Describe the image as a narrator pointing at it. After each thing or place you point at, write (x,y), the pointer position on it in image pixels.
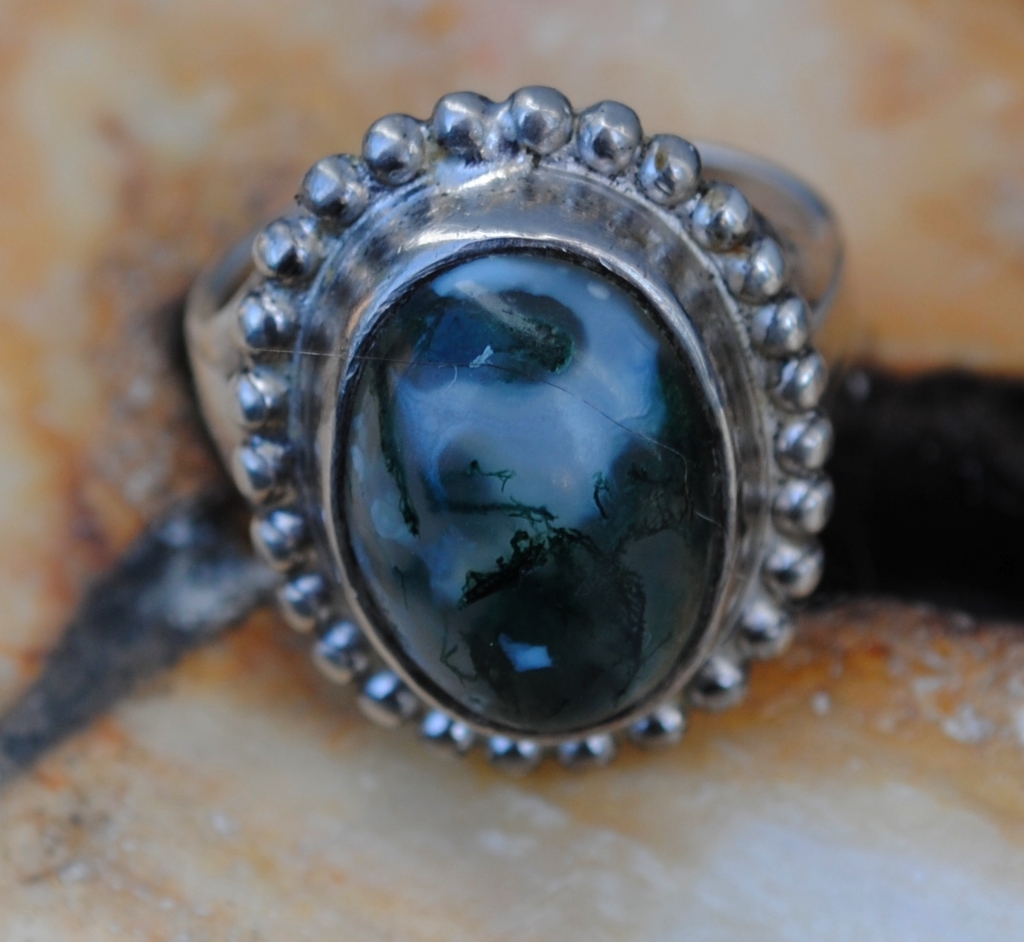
This is a zoomed in picture. In the center (499,553) there is a ring (720,151) with a black color stone (503,527) placed on the top of an object (673,913).
